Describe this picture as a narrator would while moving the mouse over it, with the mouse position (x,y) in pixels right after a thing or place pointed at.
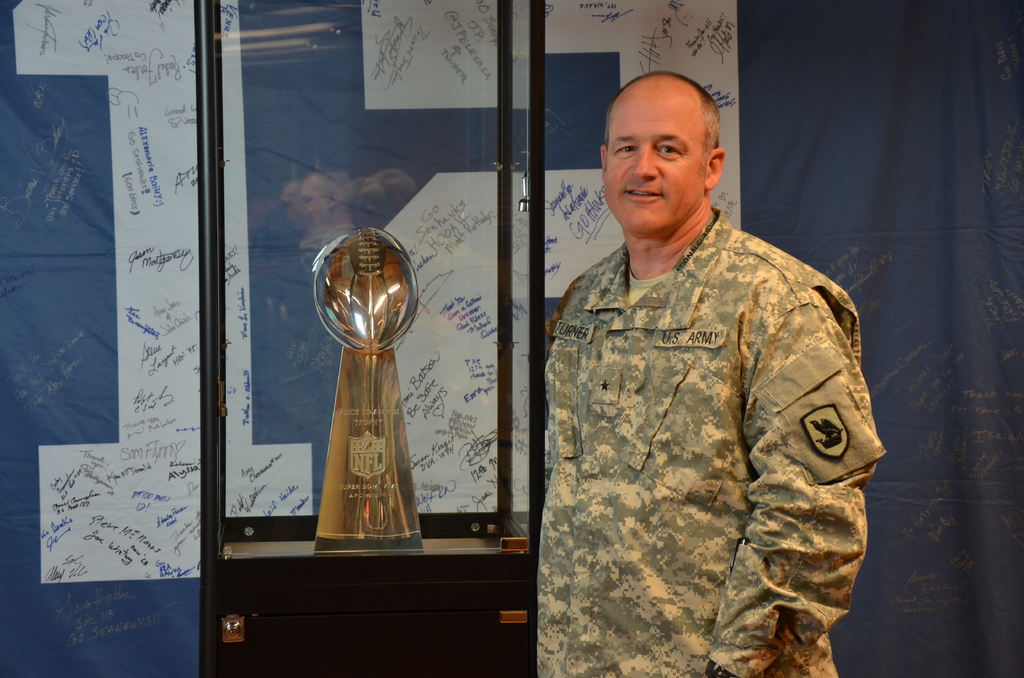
In the foreground (625,479) I can see a person (651,481) is standing on the floor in front of a table (440,626) in which a trophy (399,292) is there. In the background (269,503) I can see a wall (904,566) and posters (176,351). This image is taken may be in a hall (465,345).
